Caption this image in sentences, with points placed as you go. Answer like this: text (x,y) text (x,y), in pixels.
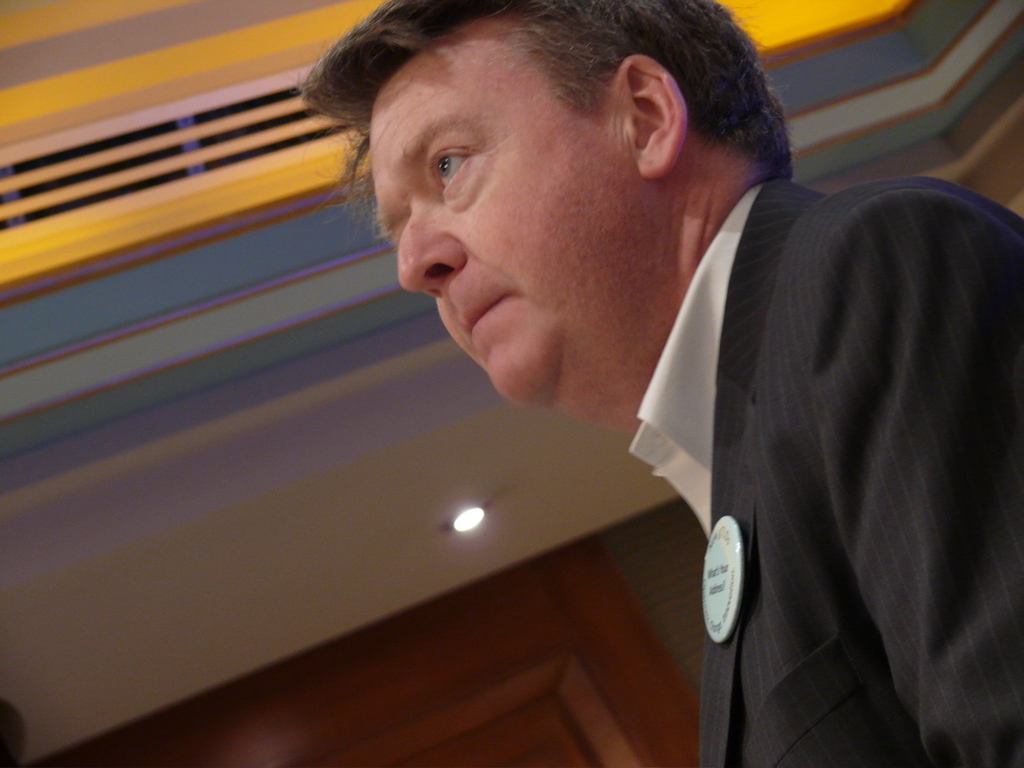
In this image in the foreground (453,316) there is one person (398,104), and in the background (508,521) there is a door (527,610), wall (640,586), light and at the top (209,160) it looks like a ceiling (185,203).
